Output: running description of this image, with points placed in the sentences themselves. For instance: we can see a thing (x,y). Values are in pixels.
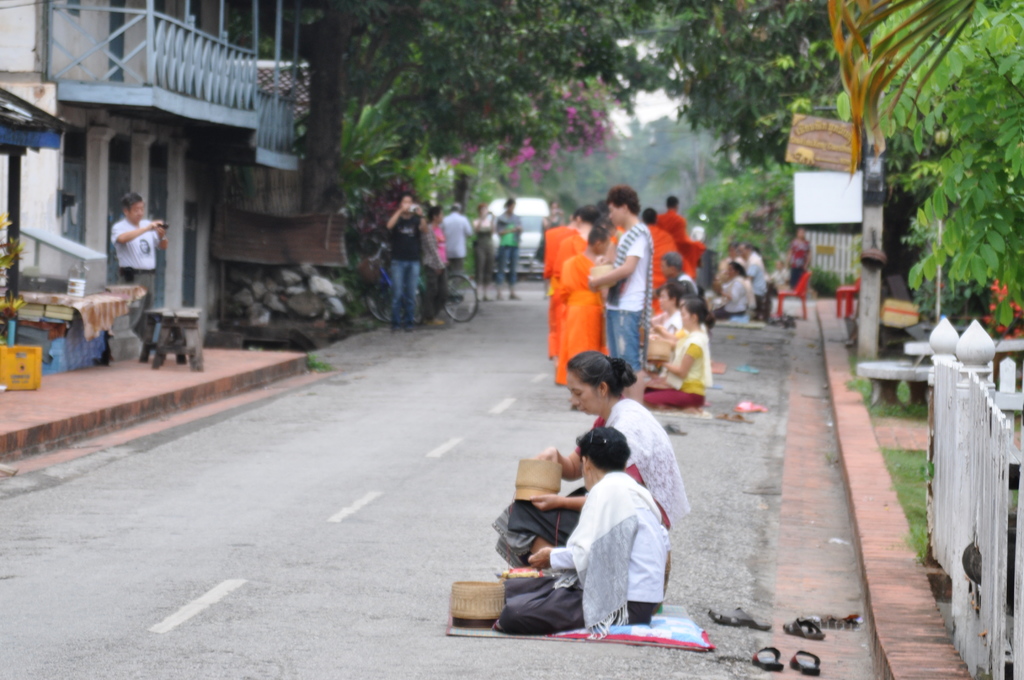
This image is clicked on the roads (384,491). There are many persons (537,560) sitting on the road (709,478). On the right (936,457), there is a fencing (960,481). On the left (60,206), there are buildings (166,198). In the background (569,215), there are trees (505,194) and a car (530,225) parked on the road (285,665).
